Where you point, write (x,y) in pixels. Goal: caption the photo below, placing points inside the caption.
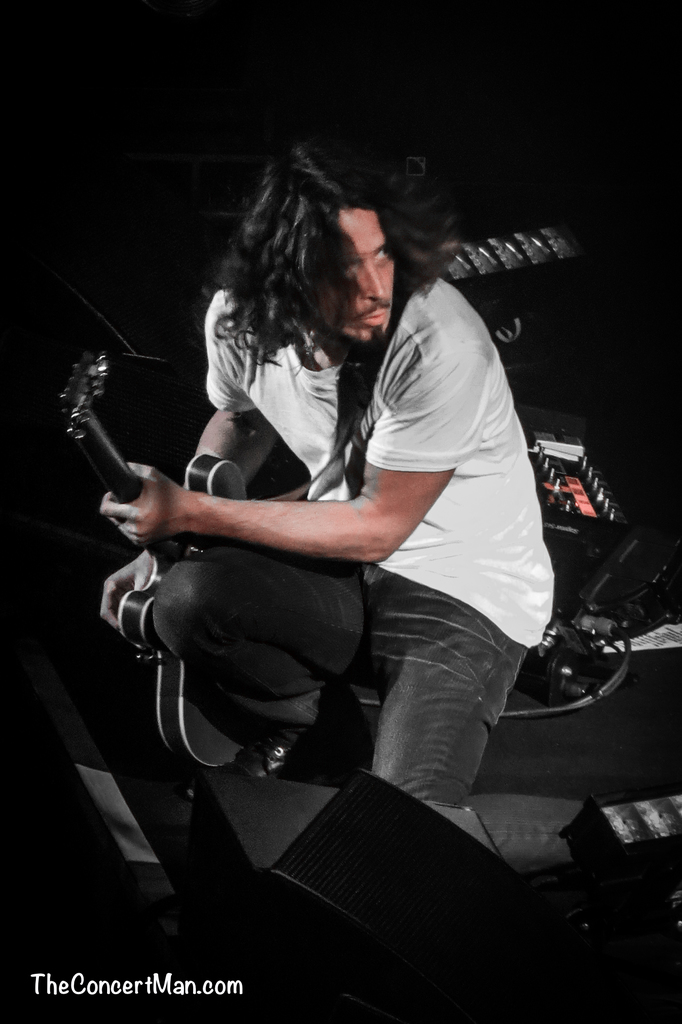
In the image we can see one person (497,663) sitting and holding guitar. In the background (554,234) we can see few musical instruments (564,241).
